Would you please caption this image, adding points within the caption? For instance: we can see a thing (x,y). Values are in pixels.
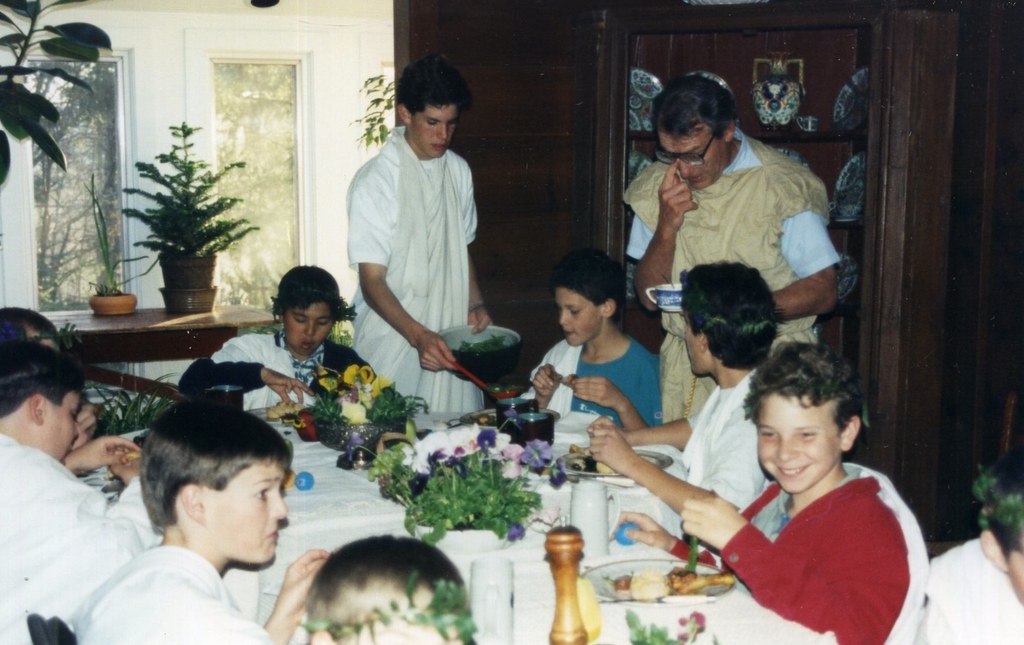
In this image there are group of people (658,474) sitting in the chair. There are two men (439,222) standing and one is holding the bowl (473,359). On the table (620,489) there is a glass (599,509), plate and a food (655,580). At the background (214,251) we can see a flower pot (194,217) and a glass door (244,157).
